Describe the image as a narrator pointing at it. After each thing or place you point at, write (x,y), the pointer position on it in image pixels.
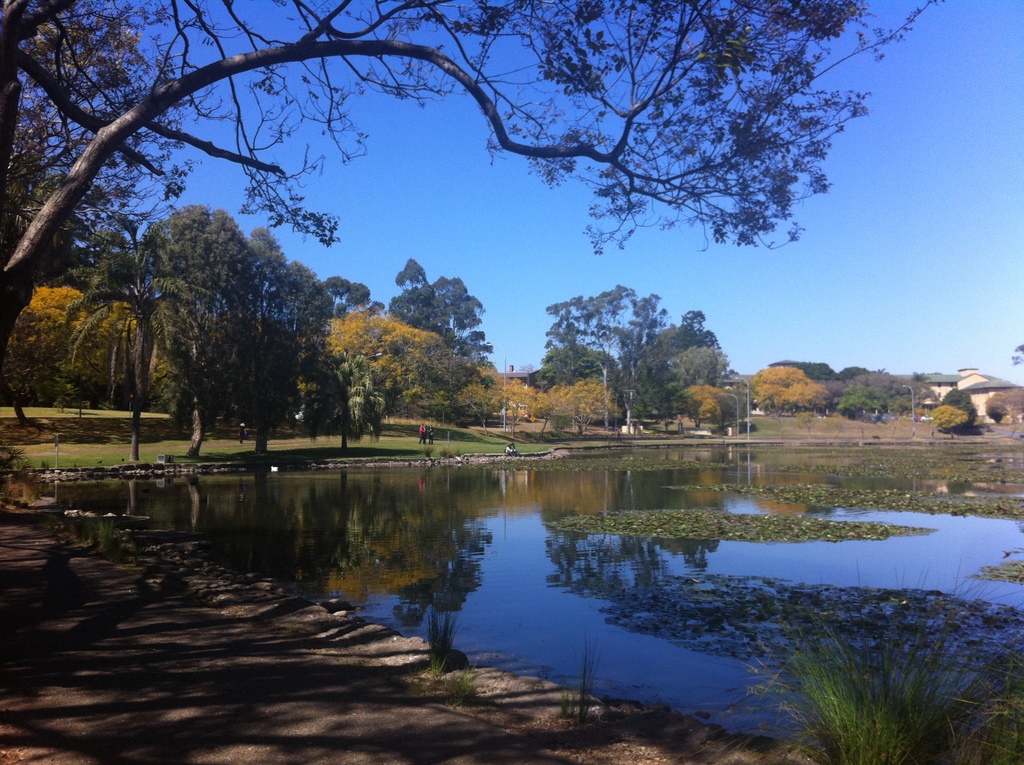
In this image we can see there are trees (639,306) and plants (870,758). There is water (578,615) and grass (111,455). There are poles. In the background (927,256) we can see the sky (933,234).
